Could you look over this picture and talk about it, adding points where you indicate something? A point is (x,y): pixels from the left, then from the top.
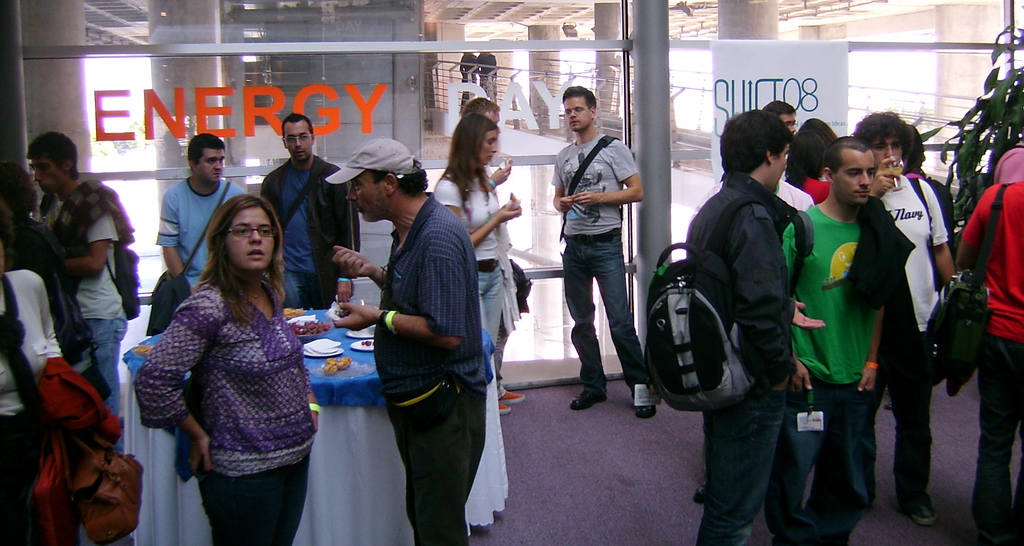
In this picture we can see a group of people (404,268) and a table (339,429) on the ground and the table (326,423) is covered by a cloth (346,417). On the table (320,387), there are plates (298,334) and some food items (317,327). Behind the people (305,229), there are glass doors (340,97). Behind the glass doors (279,100), there are pillars (175,85) and railing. On the right side of the image (1007,105), there is a houseplant (976,167).
